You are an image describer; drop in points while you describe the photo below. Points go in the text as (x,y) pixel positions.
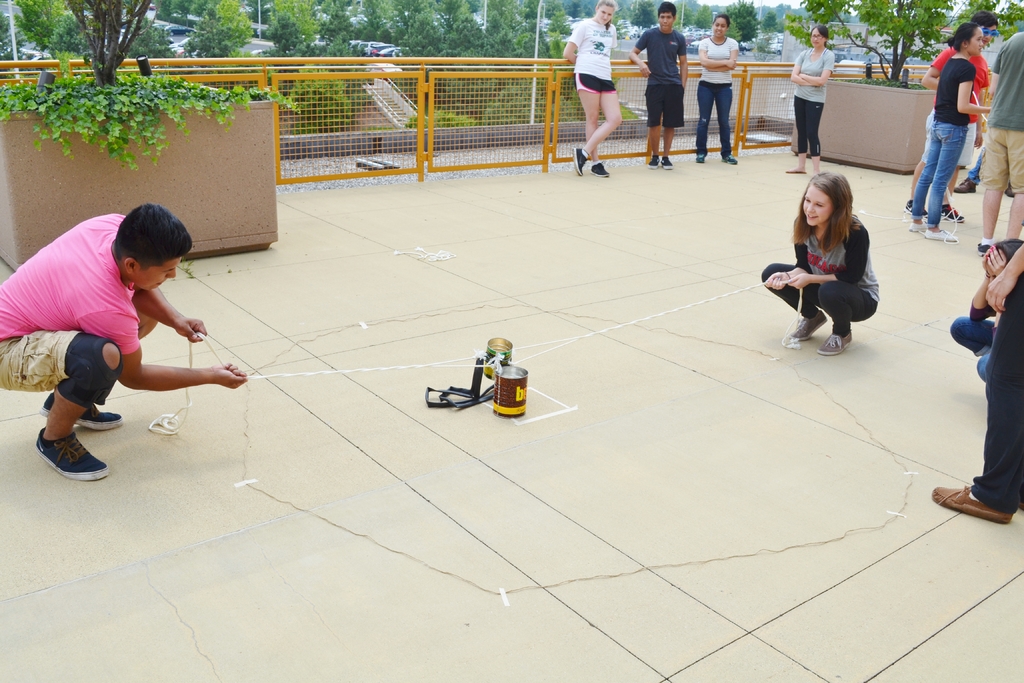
In the image we can see there are people (179,322) sitting on the ground (448,545) and there are two cans (501,381) tied to a rope (493,364) and kept on the ground (596,369). The two people (799,286) are holding the rope (609,327). Behind there are other people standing and there are lot of trees (939,39).
